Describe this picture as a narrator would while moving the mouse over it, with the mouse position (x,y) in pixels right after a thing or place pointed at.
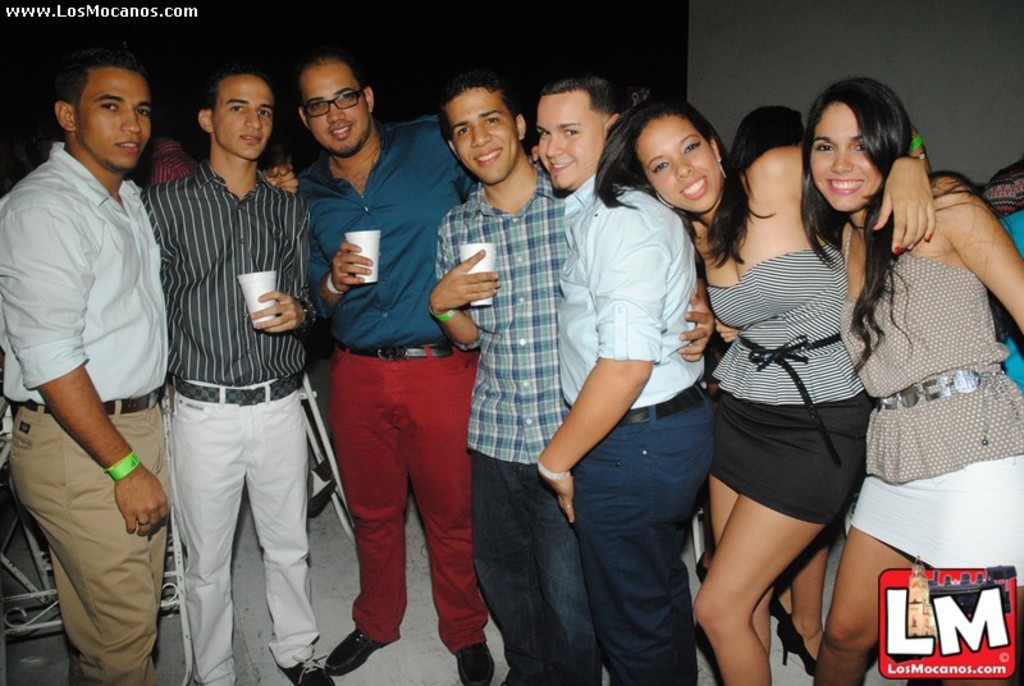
In this image I can see group of people (640,381) standing. In front (503,339) the person (487,332) is holding a glass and the person (531,350) is wearing green and blue color shirt (488,361) and black color pant (527,478). Background (839,63) the wall (826,64) is white color.
